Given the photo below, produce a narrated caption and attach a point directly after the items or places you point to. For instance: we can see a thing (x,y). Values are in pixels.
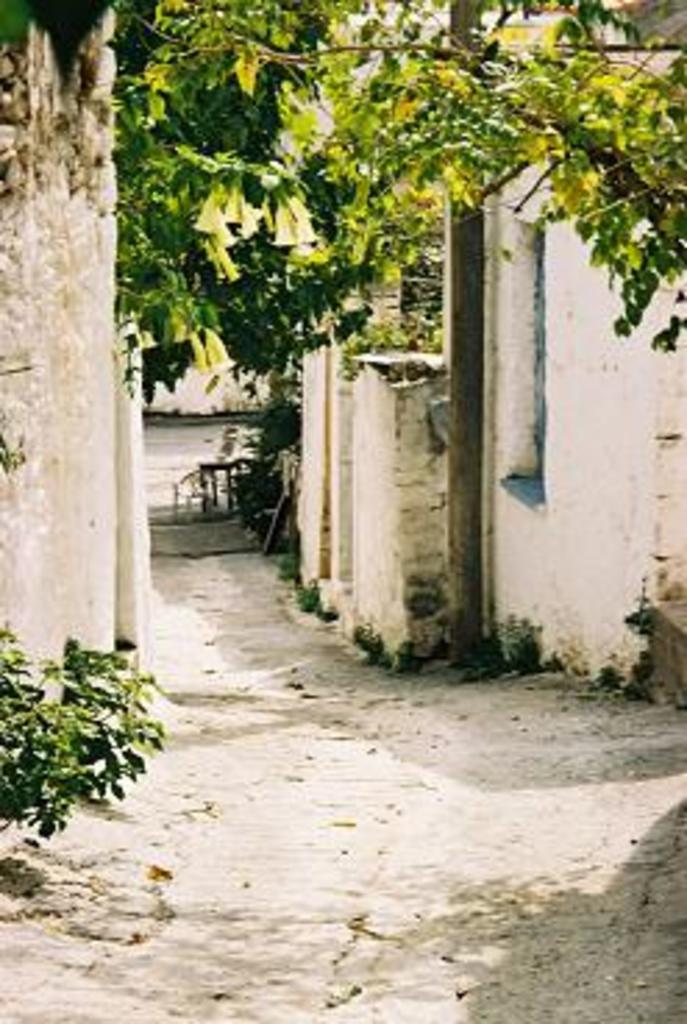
In this picture there are trees (171,373) and there is a pole (475,409) in the center (455,424) and there is a wall (65,469) which is white in colour.
